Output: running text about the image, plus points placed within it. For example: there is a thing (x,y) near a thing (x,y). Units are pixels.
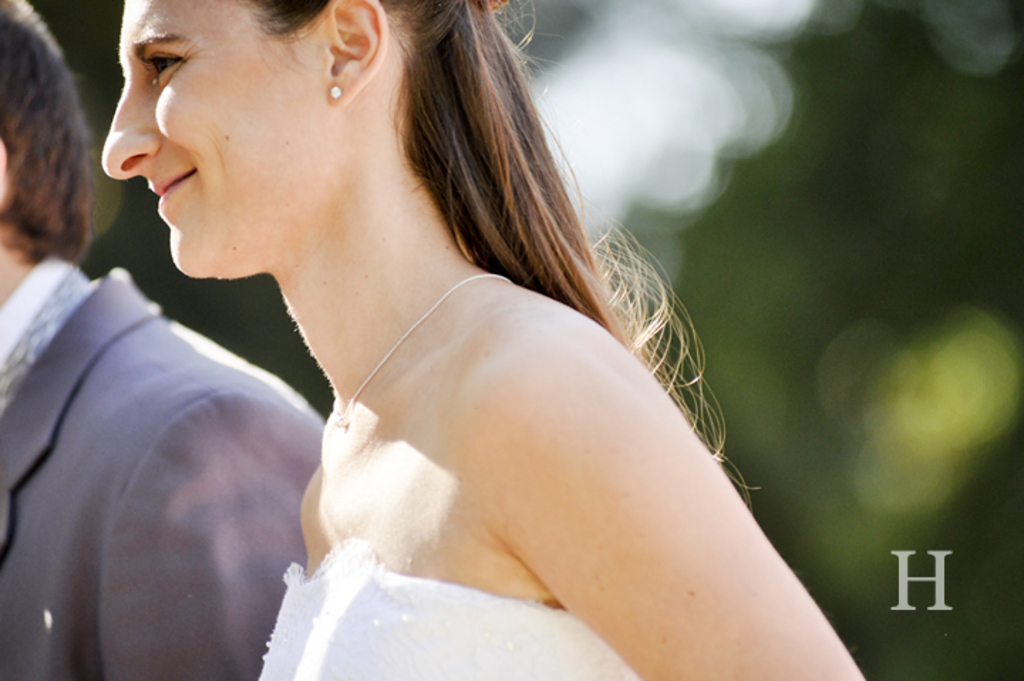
In this image we can see a woman (342,399) and beside her there is a person (78,242). In the background (848,100) the image is blur but we can see objects (804,220) and on the right side (902,584) there is a letter 'H' (937,562) on the image.
